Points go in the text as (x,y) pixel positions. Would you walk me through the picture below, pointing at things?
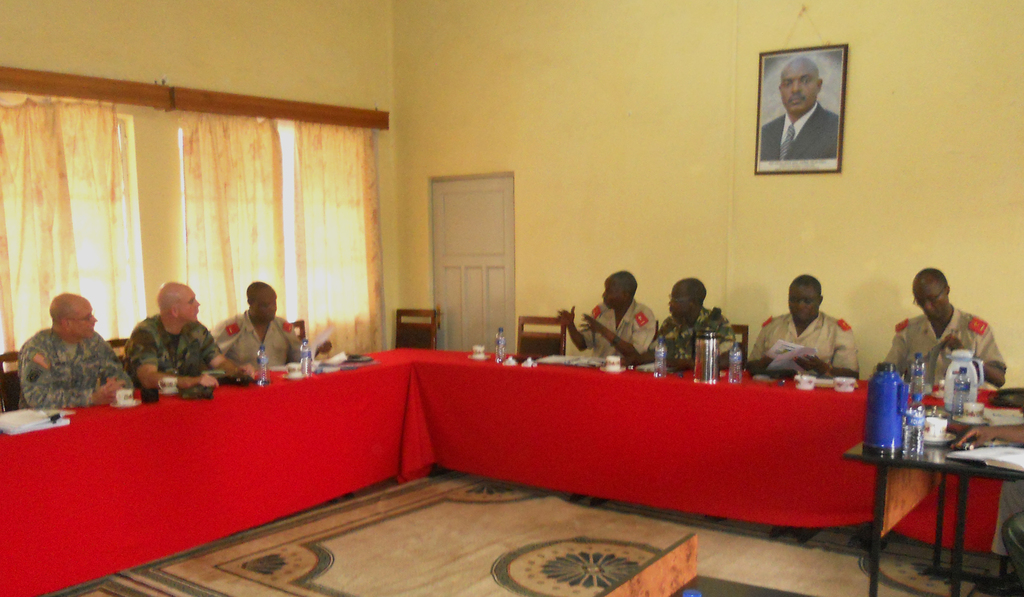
In this picture there are group of people (824,341) those who are sitting around the table (106,433), there is a door (502,182) at the center of the image (478,320) and a windows (53,110) at the left side of the image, there are cups (121,401), bottles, and flask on the table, it seems to be a Defence meeting.
